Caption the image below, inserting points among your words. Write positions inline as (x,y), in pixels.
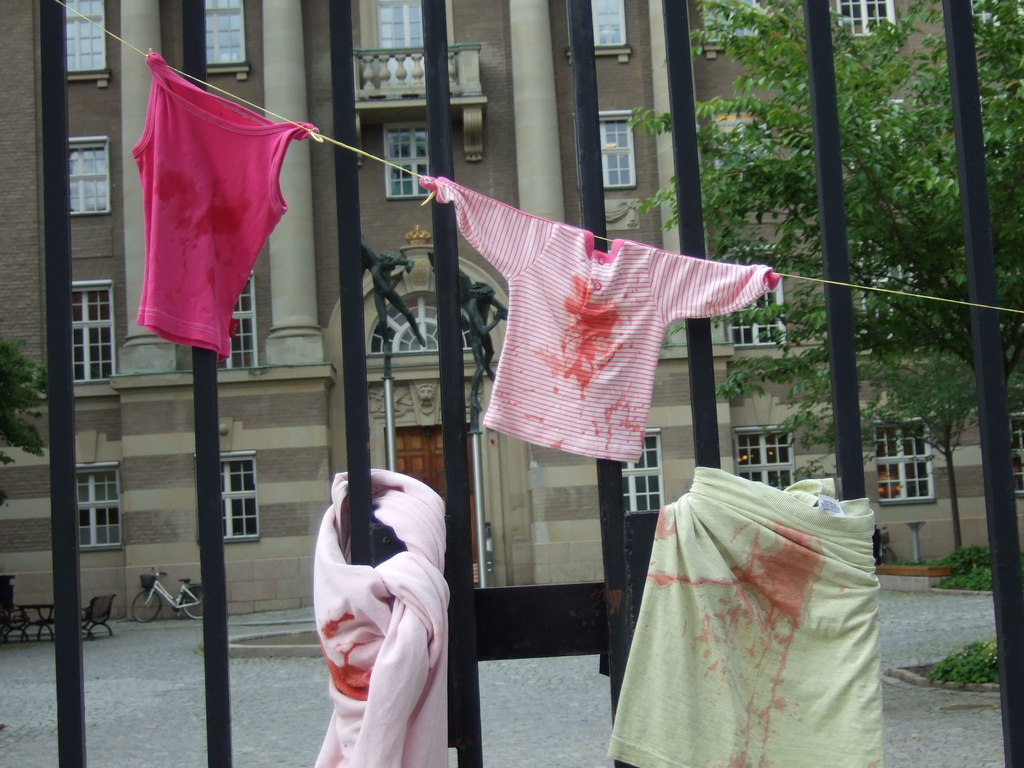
In the image we can see there is a rope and clothes (523,309) hanged to the rope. Here we can see a fence (443,123) and we can even see a building (518,166) and these are the windows (93,337) of the building (394,194). There are even trees (31,396) and grass (971,565). Here we can see chairs (104,621), table (43,618) and bicycle (160,605). There is a footpath (124,718).
